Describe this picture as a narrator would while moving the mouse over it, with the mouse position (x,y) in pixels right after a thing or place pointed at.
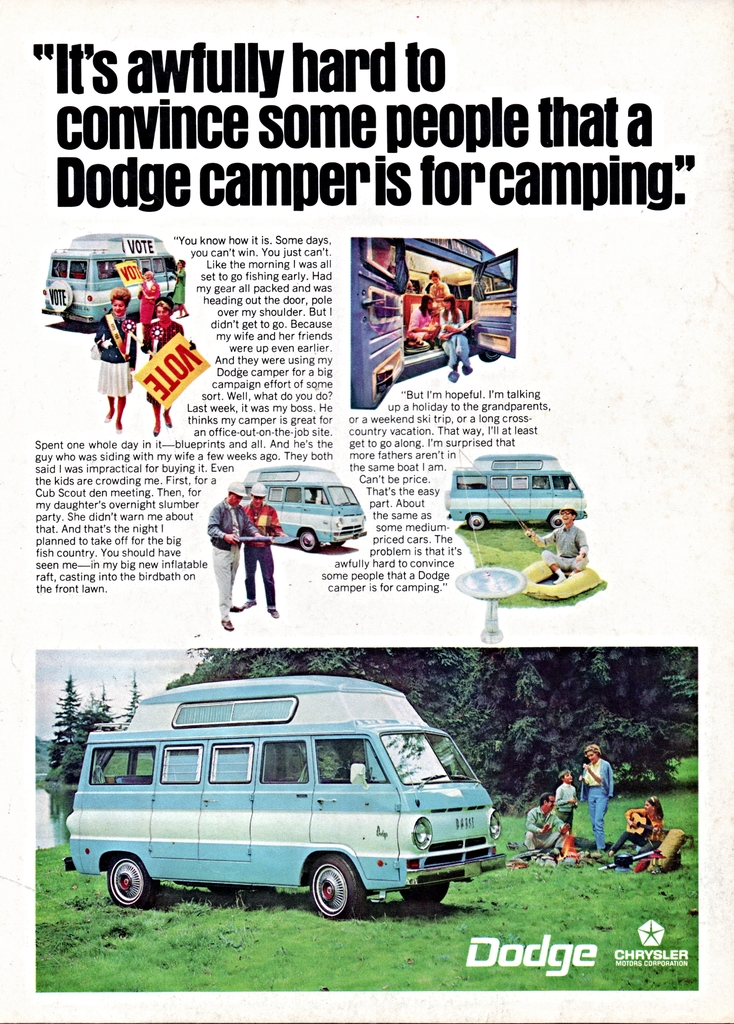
This is a newspaper (426,491). In this image we can see trucks (429,773), some persons (458,322), boards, trees (580,673), grass (230,924), some text (445,450) are there.
